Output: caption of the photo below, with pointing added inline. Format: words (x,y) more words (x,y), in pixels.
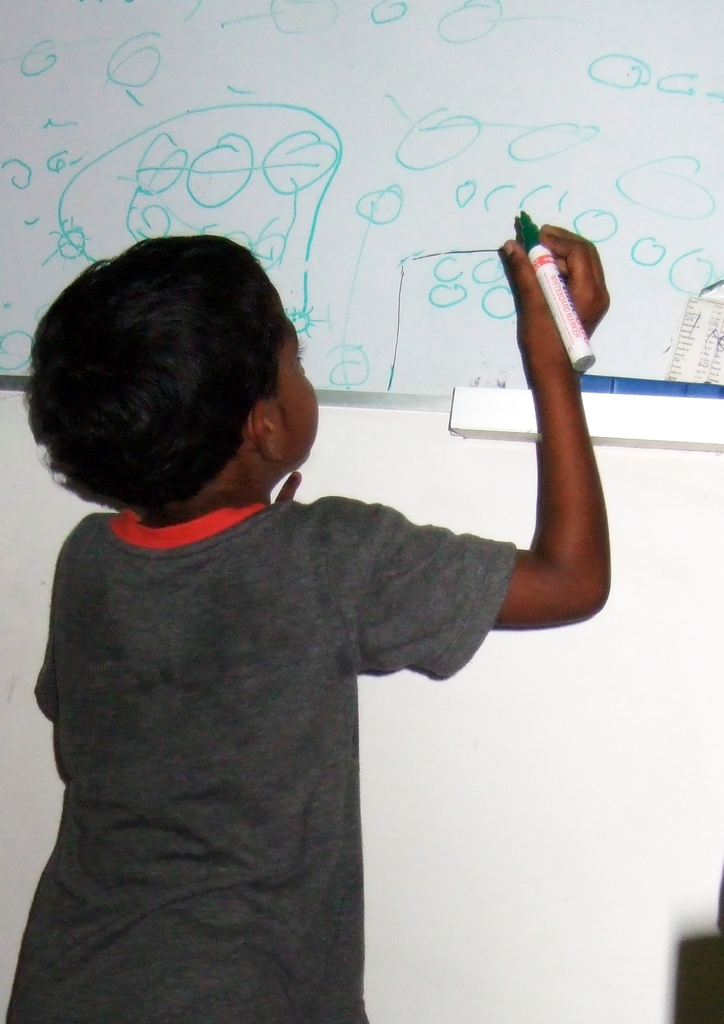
In the picture I can see a boy (199,641) is standing and holding a marker (554,306) in the hand (544,311). I can also see a white color board (427,171) on which something written on it.
